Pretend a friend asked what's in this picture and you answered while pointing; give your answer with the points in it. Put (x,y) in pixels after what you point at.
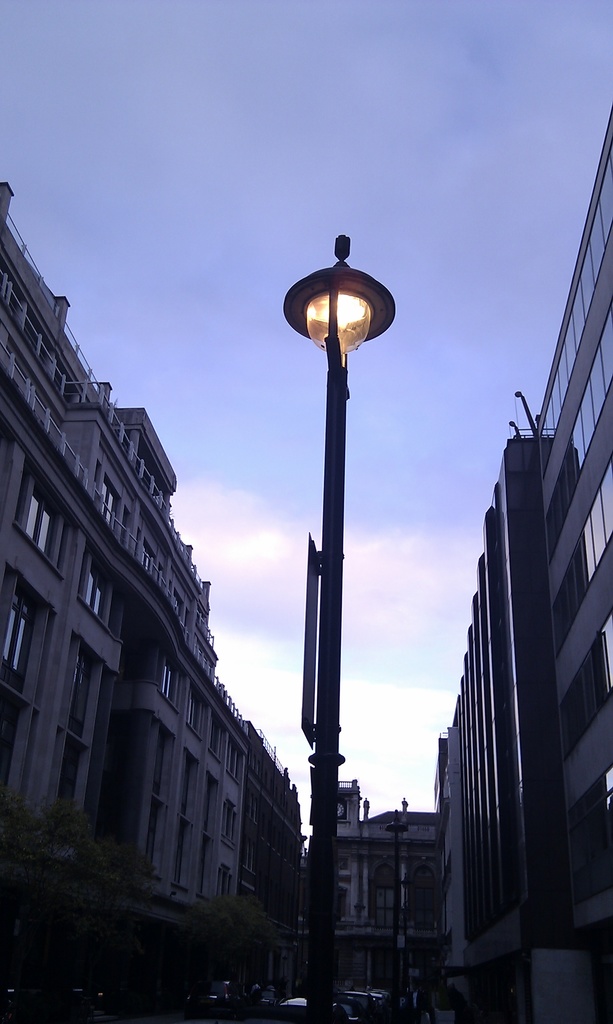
On the right (512,664) and left side of the image (93,646) there are buildings (233,977). At the center of the image (321,642) there are a few vehicles (221,1002) on the road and there is a lamp (374,316). In the background (33,112) there is the sky (420,140).
